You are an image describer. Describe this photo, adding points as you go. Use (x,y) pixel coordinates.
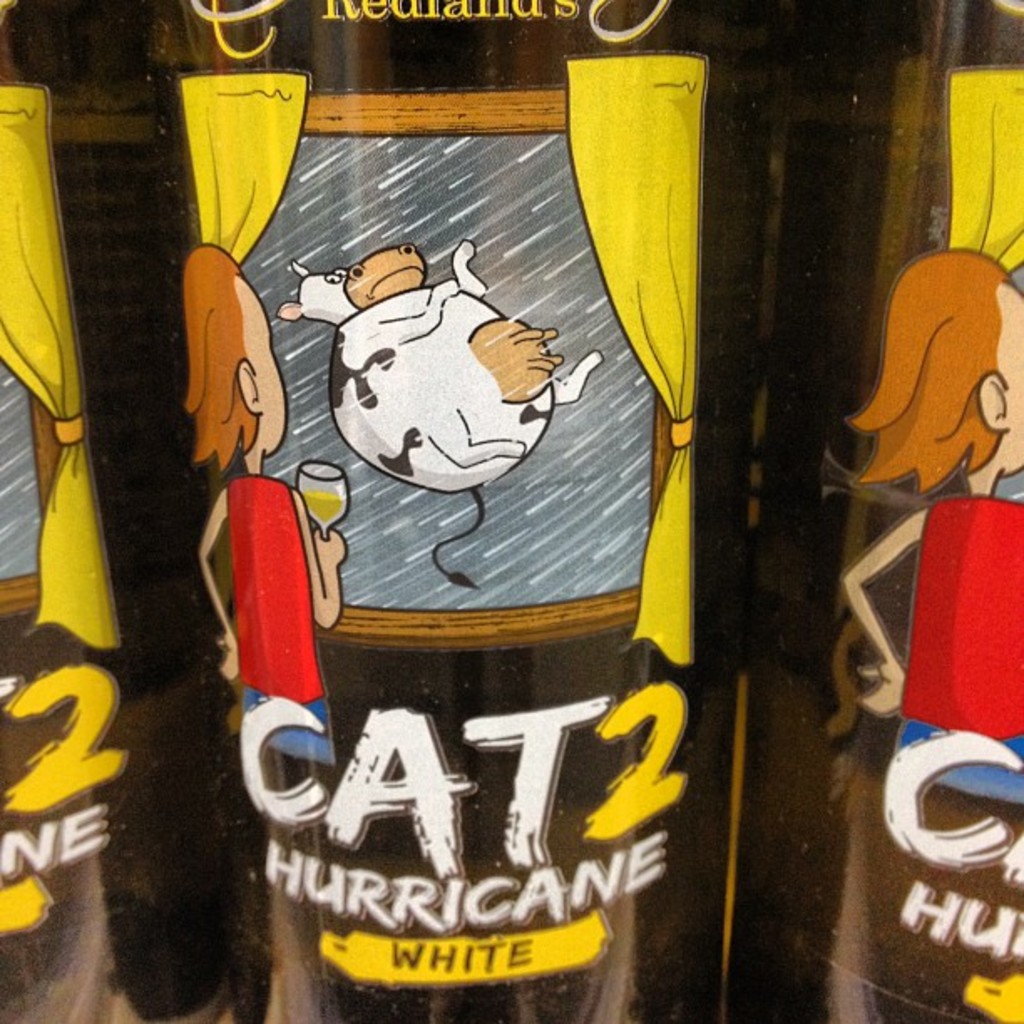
This is an animated image. In this image we can see a woman (321,545) holding a glass (321,499). Also there is an animated cow (408,364). And there are curtains (11,195). And something is written on the image.
